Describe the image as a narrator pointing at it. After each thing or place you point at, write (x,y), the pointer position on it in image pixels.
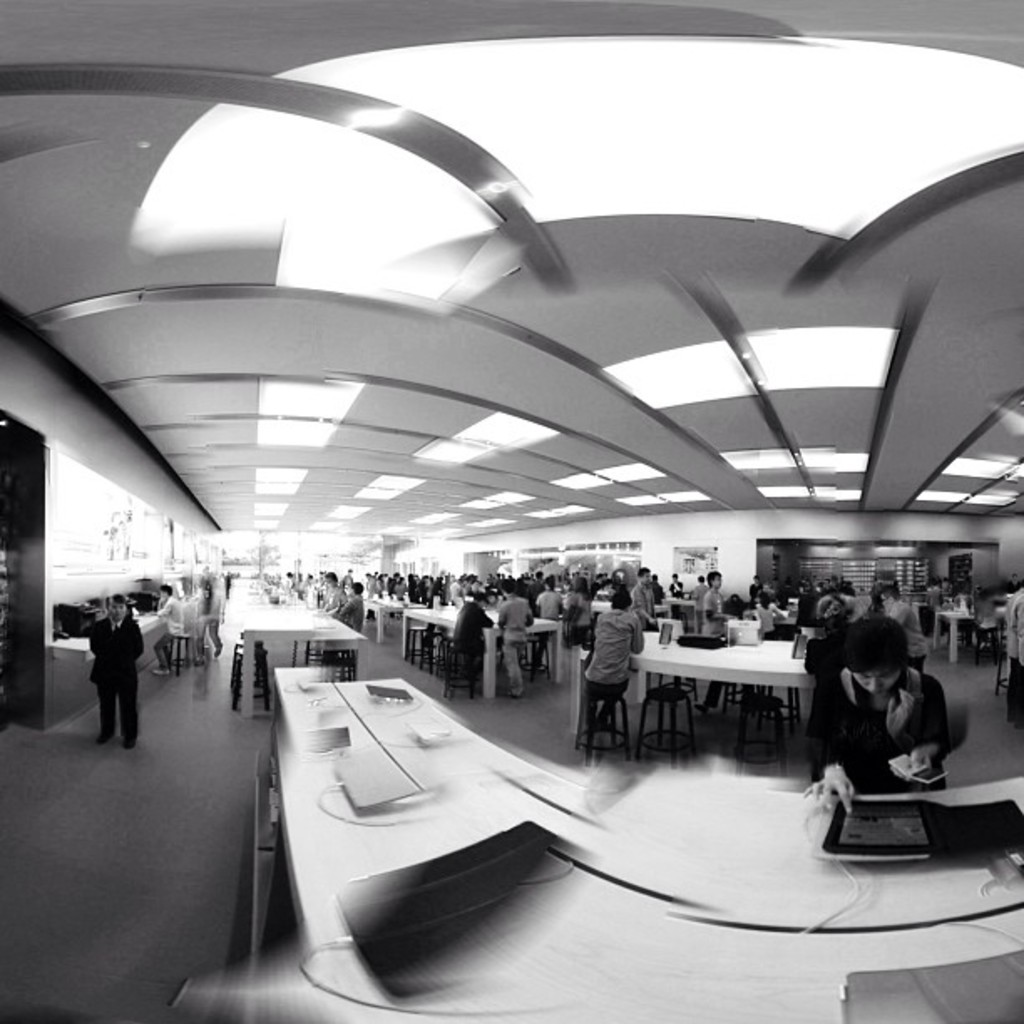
In this picture we can see a group of people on the floor (75,814), here we can see tables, stools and few objects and in the background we can see the wall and a roof (788,497).
